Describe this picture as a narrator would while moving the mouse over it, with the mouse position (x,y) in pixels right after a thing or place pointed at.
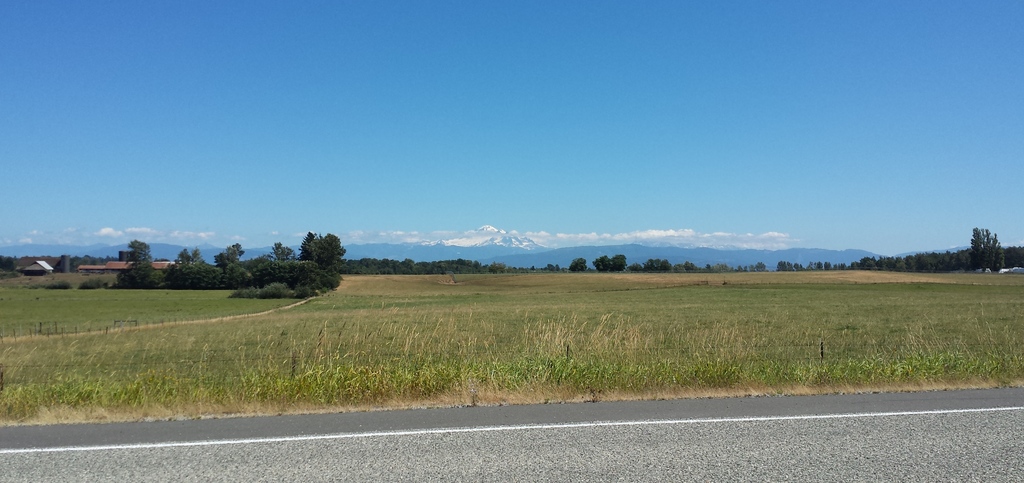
In this image we can see trees (466,268) and grass (502,340). On the left side of the image (104,259) we can see buildings (43,274) and trees (120,281). At the bottom (304,448) there is a road (646,462). In the background (593,252) we can see hills (487,229), clouds (466,236), sky (444,223).
